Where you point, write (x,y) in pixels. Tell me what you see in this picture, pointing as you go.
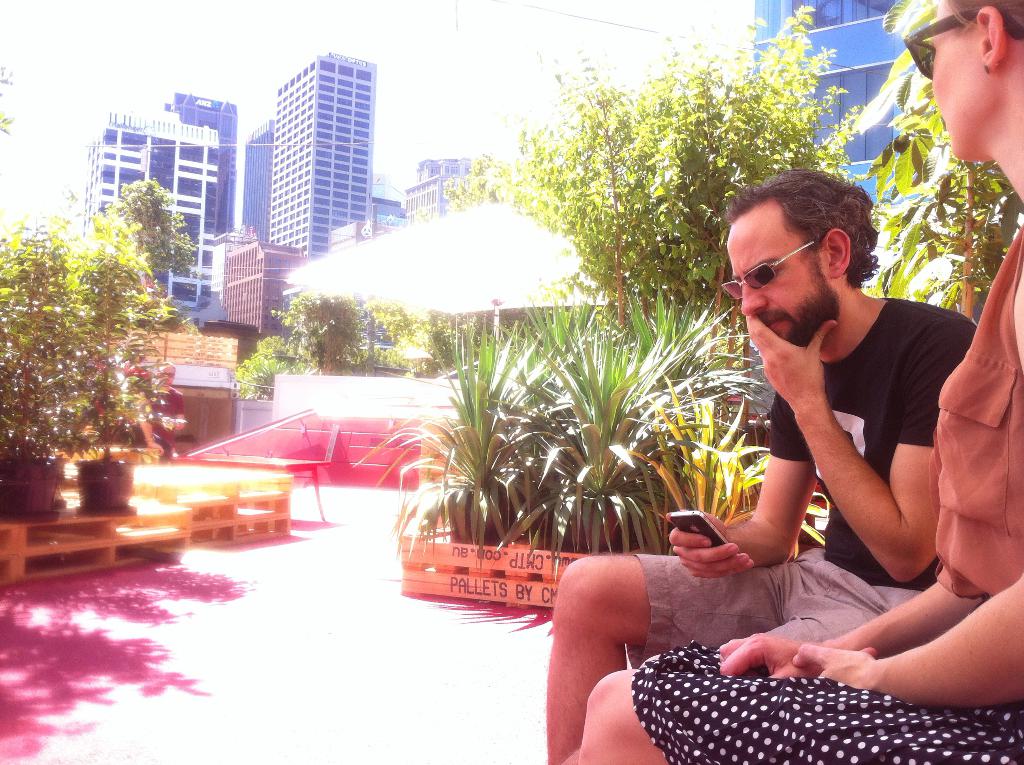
In this image I can see two persons (780,479) are sitting on the right side (809,282) and both of them are wearing shades (734,281). I can also see one of them is holding a phone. In the background (424,494) I can see number of plants (6,343), trees (980,219) and number of buildings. I can also see something is written on the bottom side of this image (527,555).
